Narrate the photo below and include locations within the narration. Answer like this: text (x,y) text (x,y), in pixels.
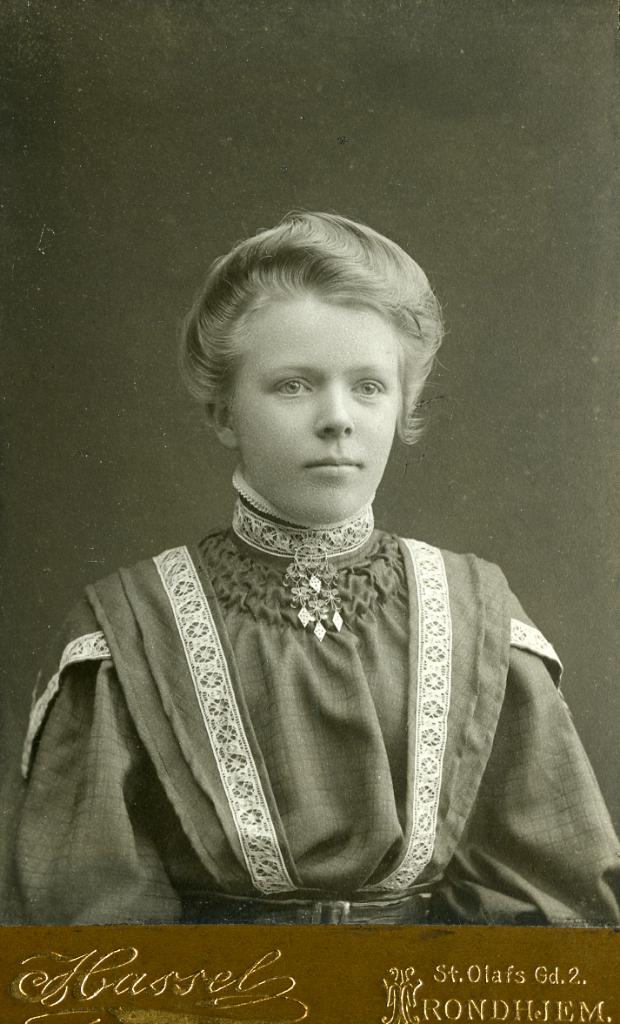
In this image in the center (332,577) there is one person (341,676) at the bottom of the image (292,978) there is some text (253,986) written, in the background (485,229) there is wall (106,278).
